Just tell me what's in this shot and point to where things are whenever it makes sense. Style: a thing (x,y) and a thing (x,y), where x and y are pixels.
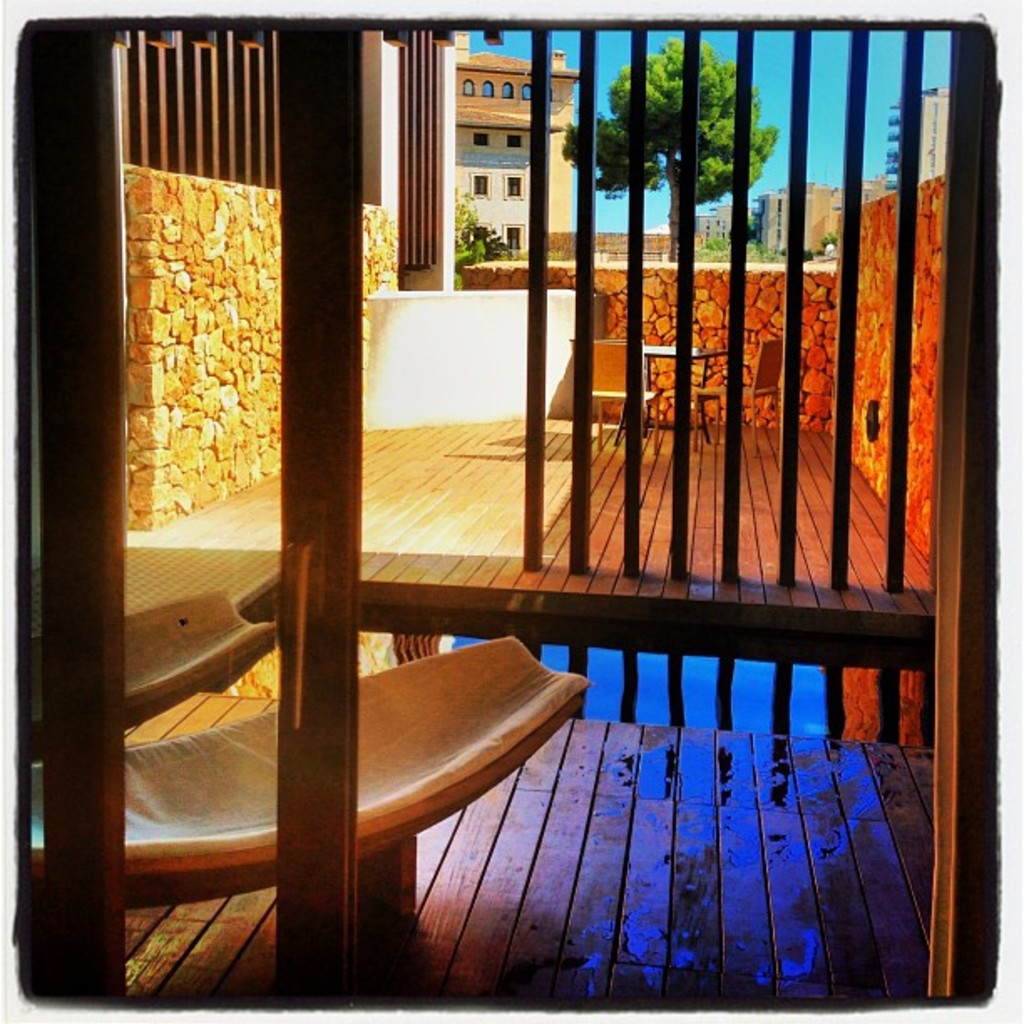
In this image there are wooden tables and chairs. Behind the tables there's a wall (813,271). In the background (516,167) there are buildings (561,128) and a tree (699,187). At the top (791,50) there is the sky (766,63).
